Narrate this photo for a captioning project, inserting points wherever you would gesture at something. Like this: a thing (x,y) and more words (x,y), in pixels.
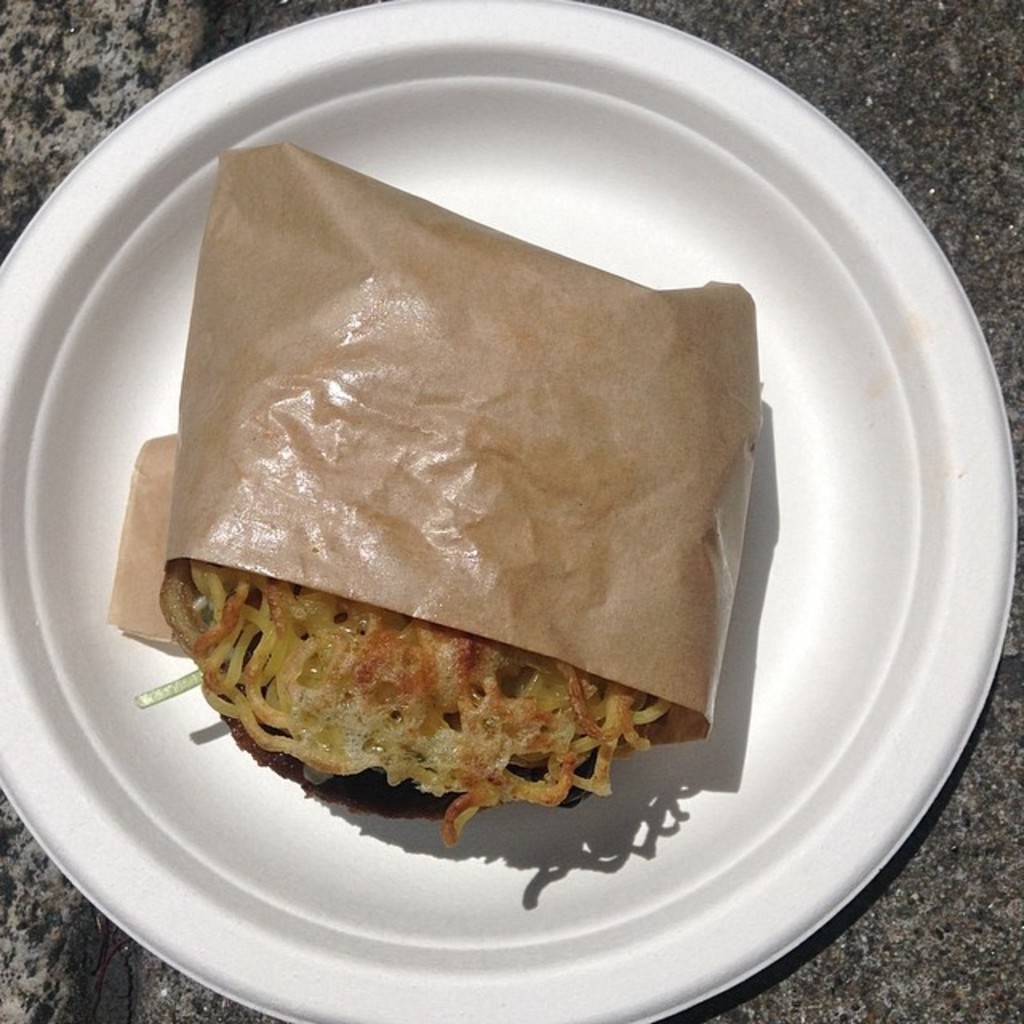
In this image we can see a food item (417,677) is kept in a white color plate (708,813) and wrap in brown color paper (674,459).
